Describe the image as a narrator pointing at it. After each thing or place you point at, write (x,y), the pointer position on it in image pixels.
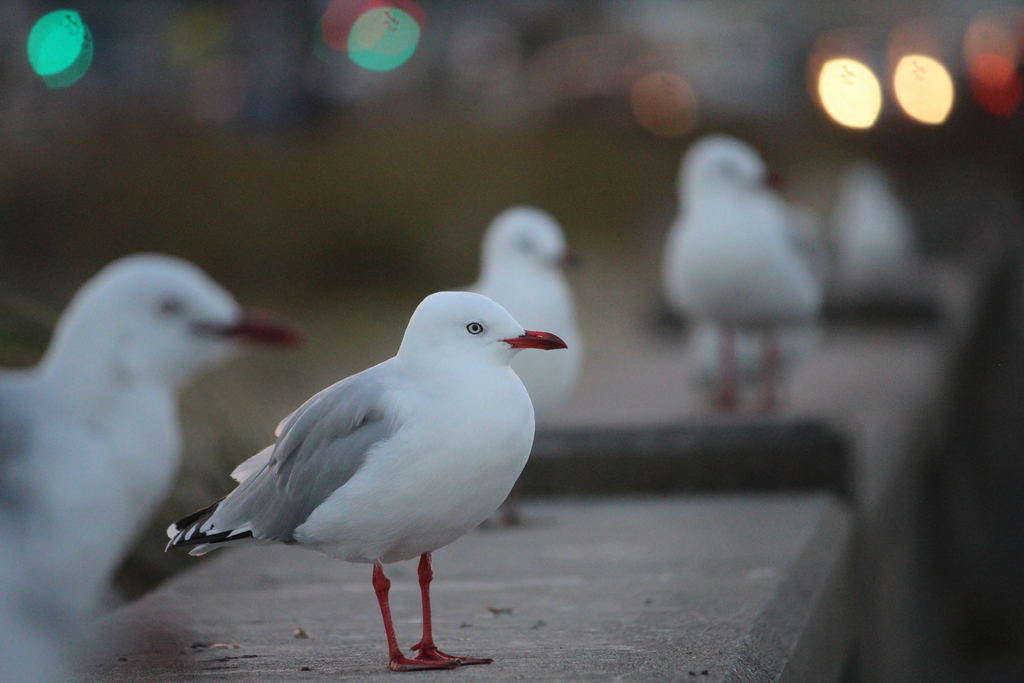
In the picture we can see some birds (432,491) are standing on the wall (403,601), the birds (70,512) are white in color with gray color wings (308,494) and black color tail (239,536) and in the background (888,109) we can see some lights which are not clearly visible.
